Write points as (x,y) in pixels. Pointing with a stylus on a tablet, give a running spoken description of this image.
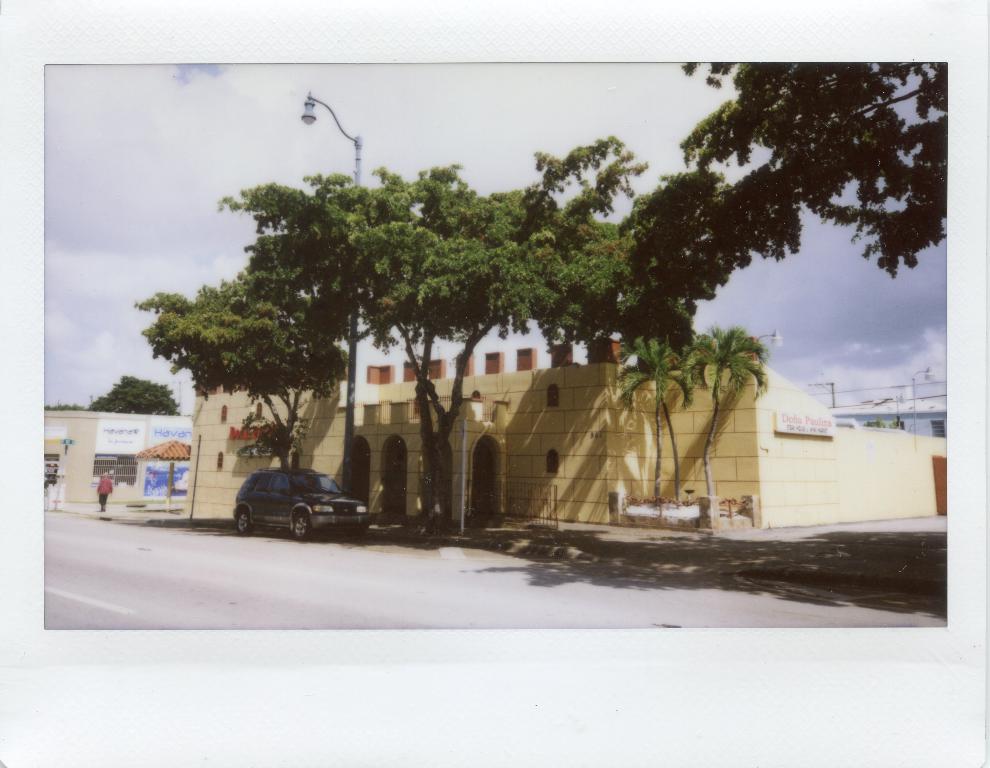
In this picture I can see a vehicle (280,508) on the road (407,563), there is a person (112,484) standing, there is a shelter (172,480), there are buildings (474,449), boards (111,426), lights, poles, trees (254,396), and in the background (597,99) there is sky (599,88).
